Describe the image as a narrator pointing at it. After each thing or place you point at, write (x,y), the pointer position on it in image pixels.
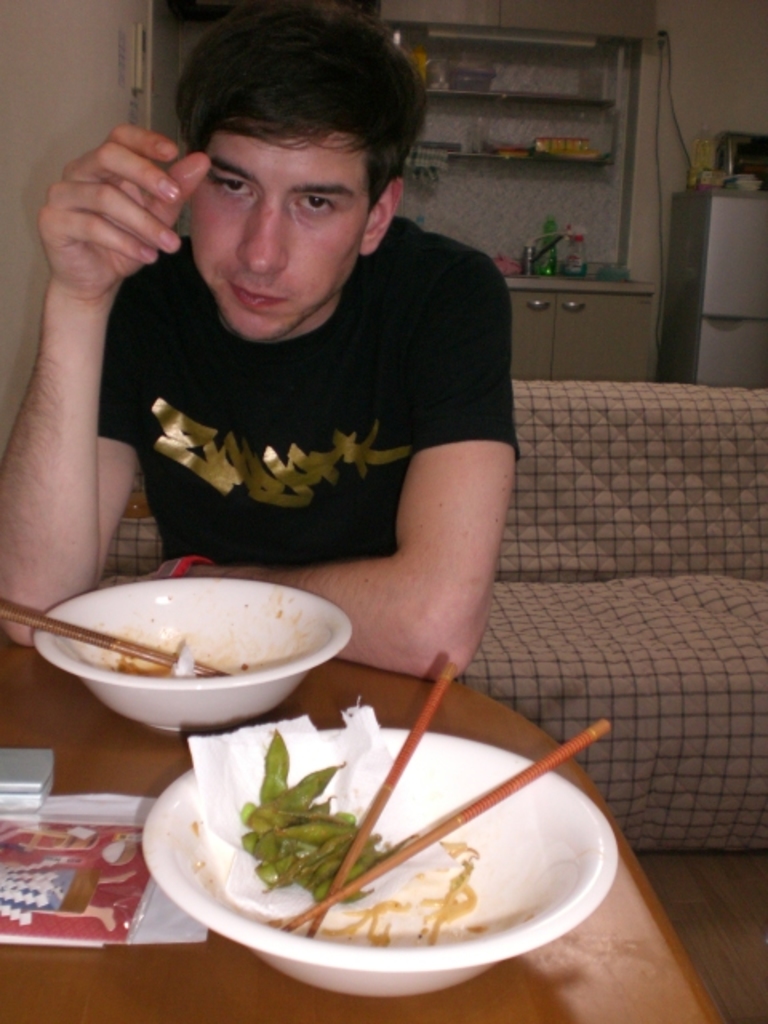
As we can see in the image there is man (439,483) sitting on sofa (638,515) and in the front (100,711) there is a table (88,790). On table (38,1015) there are bowls (261,687), chopstick (350,889) and a paper (35,884).
